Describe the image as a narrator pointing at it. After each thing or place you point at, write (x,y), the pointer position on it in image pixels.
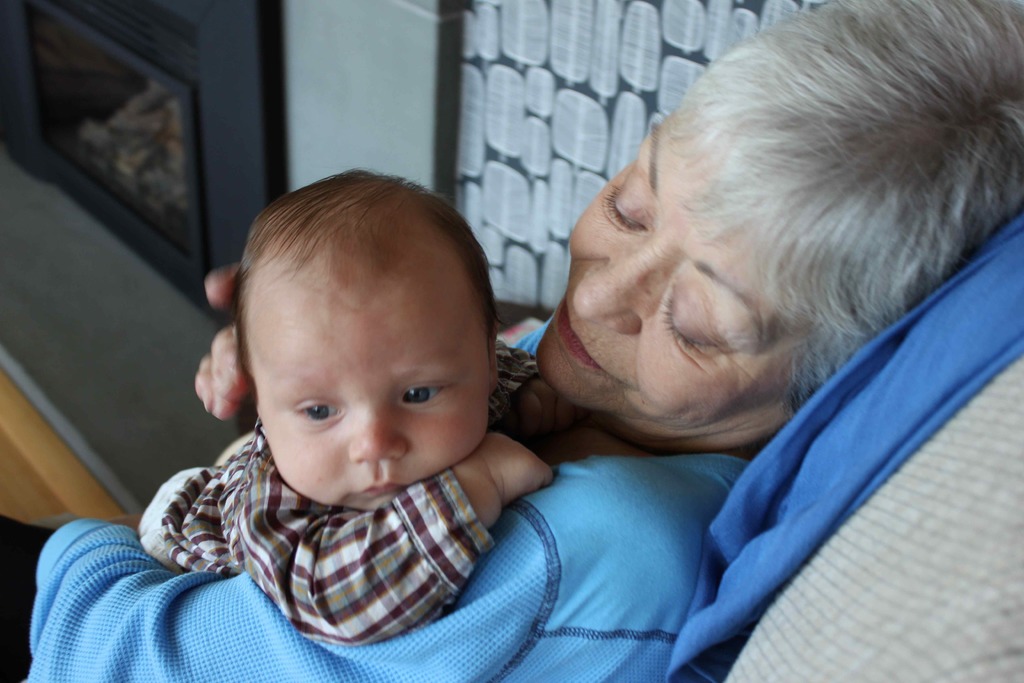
In this picture we can see a woman (686,399), she wore a blue color dress (520,579) and she is holding a baby (357,443).
